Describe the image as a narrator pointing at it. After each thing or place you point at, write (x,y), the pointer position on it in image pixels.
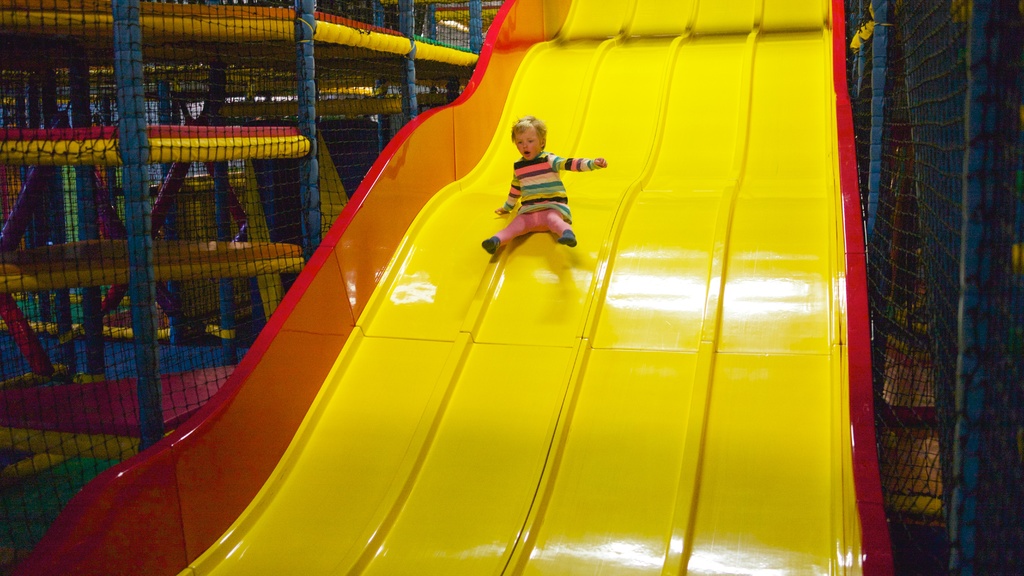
In this image we can see a kid (537,207) sliding on the slider (488,336), there is a net (56,425), also we can see some other playing objects (239,214).
